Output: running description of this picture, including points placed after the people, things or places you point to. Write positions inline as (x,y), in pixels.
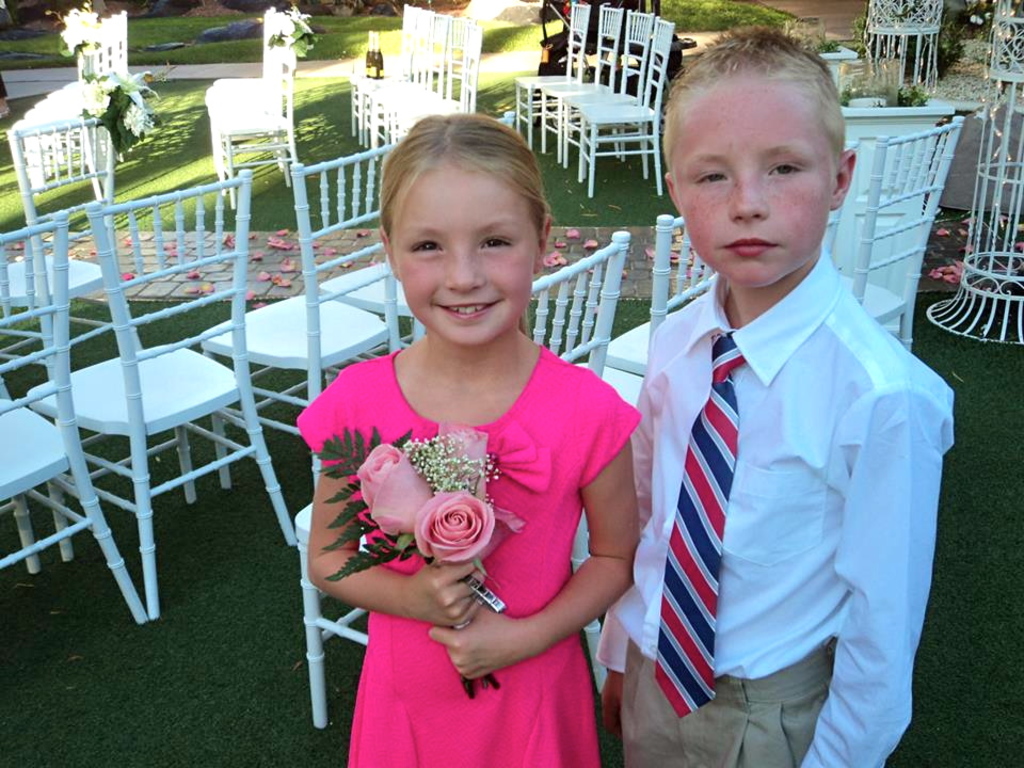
There is a boy (802,104) in white color shirt (818,302) near a girl (477,179) who is in pink color dress (597,411) and is smiling, holding flowers (407,440) and standing. In the background (918,292), there are chairs (291,80) arranged on the grass (46,487) on the ground (179,326), there are flowers (280,245) on the path (253,238), there is another path (366,67) and there is grass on the ground (841,28).
